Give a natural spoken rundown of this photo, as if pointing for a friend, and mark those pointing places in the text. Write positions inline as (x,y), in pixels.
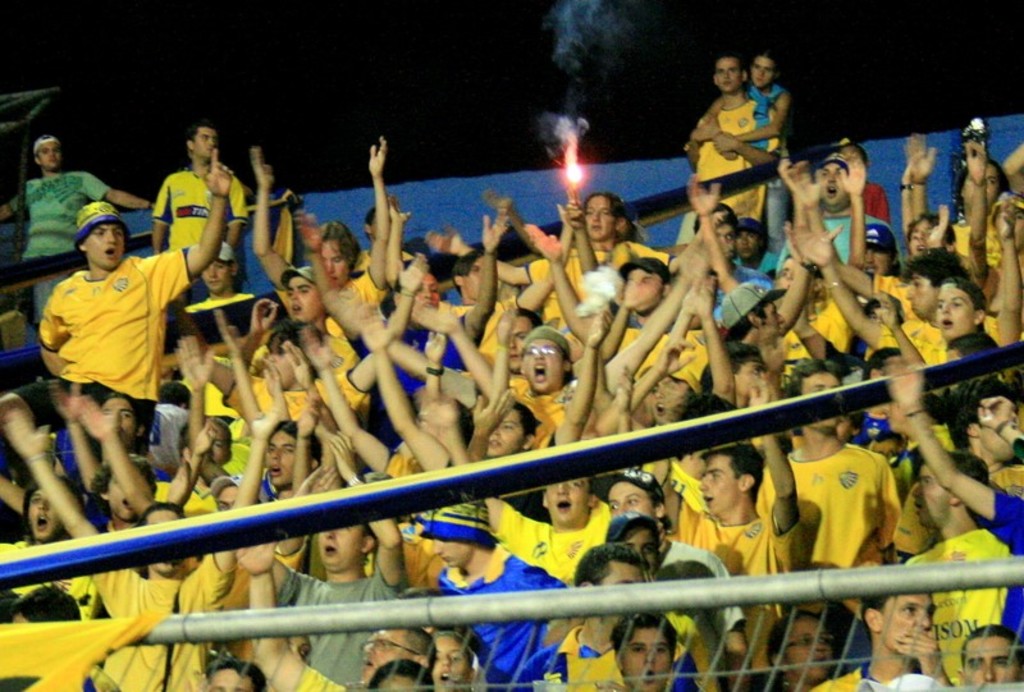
In this image we can see people (862,454) standing. The person (601,218) standing in the center (595,240) is holding a flare (570,181). At the bottom (894,592) there are rods (912,590).
